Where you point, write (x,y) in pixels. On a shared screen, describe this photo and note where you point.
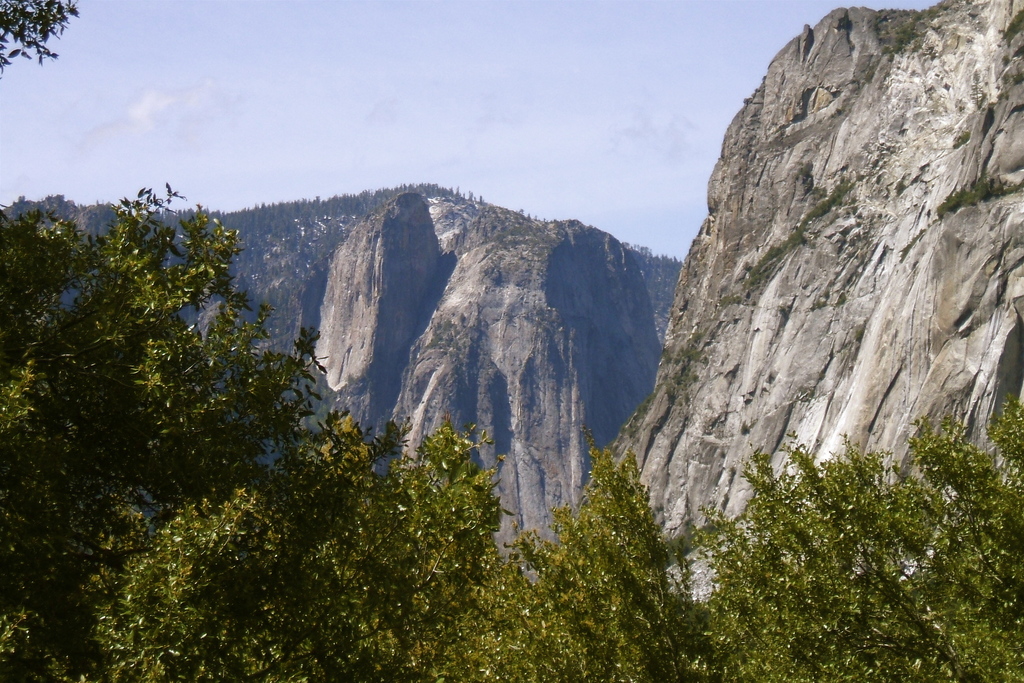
In the foreground of this image (398,599), there are trees (561,608). In the middle (367,336), there are mountains (644,352). At the top (550,87), there is the sky (550,87).
